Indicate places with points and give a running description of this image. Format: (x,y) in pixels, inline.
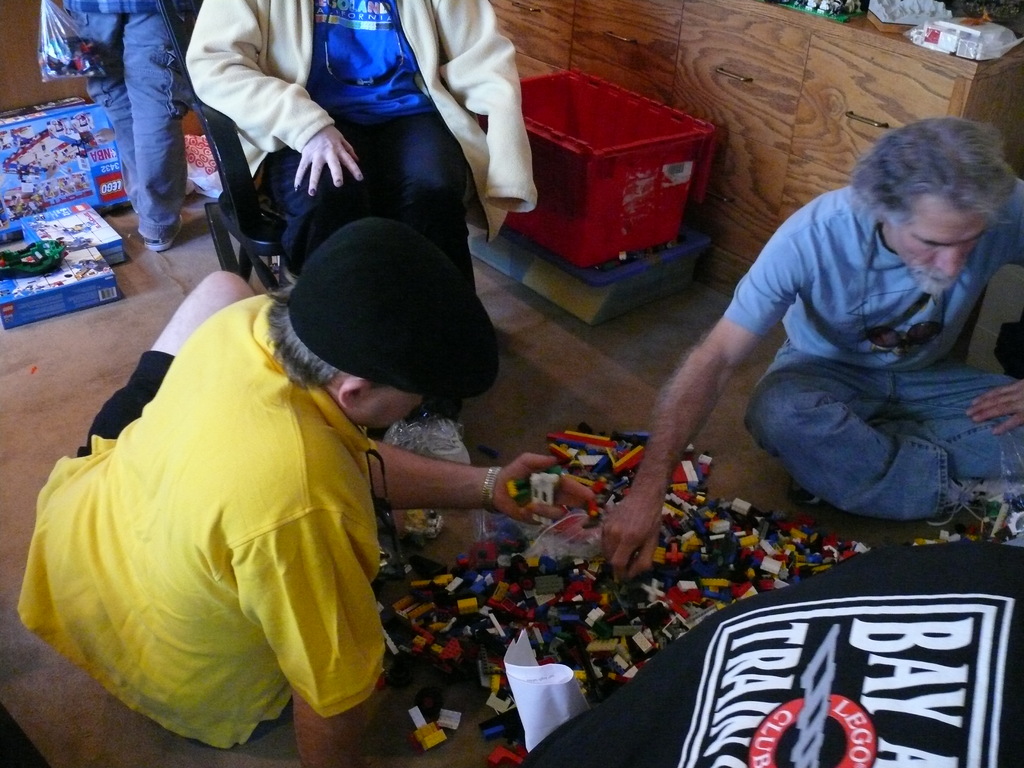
In the picture there are a lot of objects (570,575) on the floor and two people (708,370) were sitting on the floor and collecting those objects (483,594), behind them there are another two people (219,71) and there are many other objects (583,135) around them.
